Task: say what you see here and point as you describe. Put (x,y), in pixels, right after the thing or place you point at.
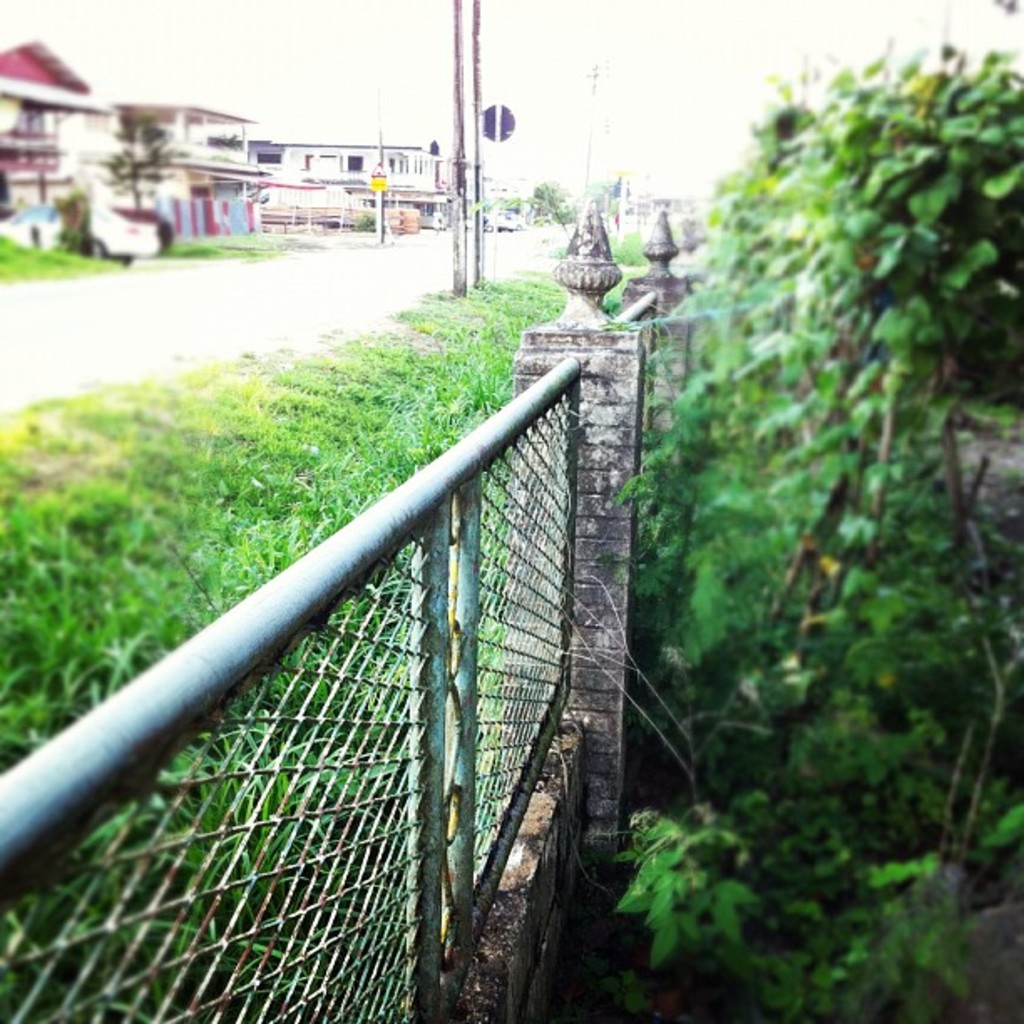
This is an outside view. At the bottom of the image (327,801) there is a fencing (414,790). On the right side (832,586) there are some plants (785,505). On the left side (180,306) there is a road (77,322). On both sides of the road (49,369) I can see the grass (182,498) and poles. In the background (164,197) there are some buildings (286,179). At the top of the image (339,50) I can see the sky (334,32).
